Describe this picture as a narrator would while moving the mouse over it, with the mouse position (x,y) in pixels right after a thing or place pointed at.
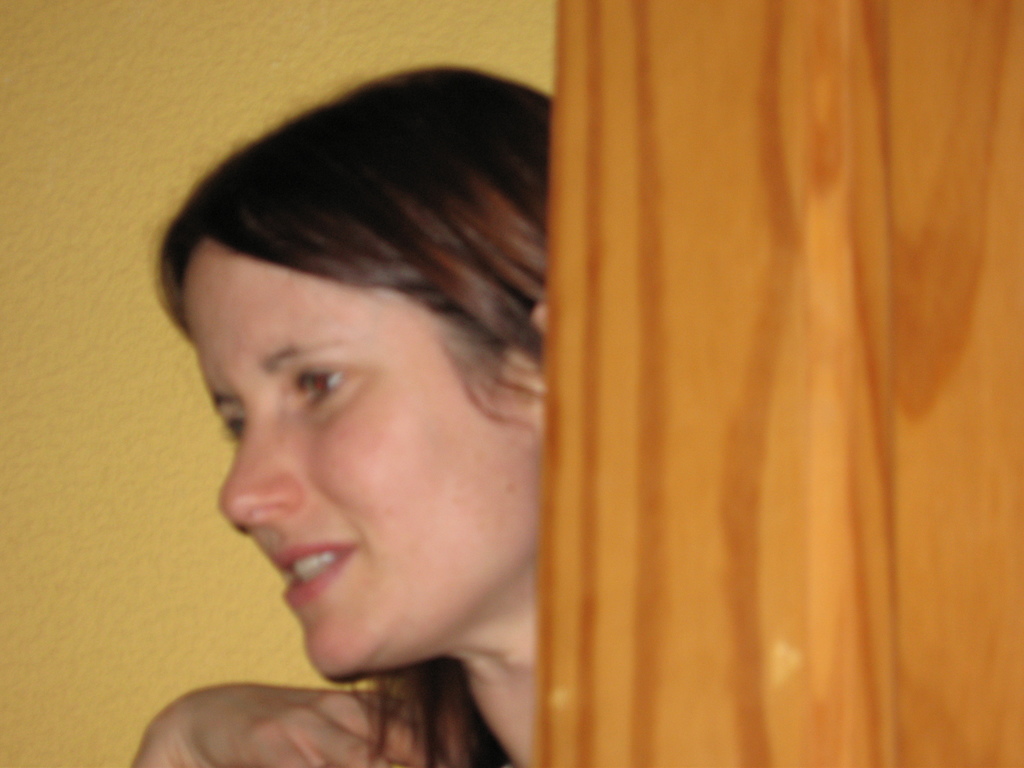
in this image a lady (364,389) is standing. Here there is a door (755,281). In the background (151,108) there is yellow wall (178,101).
